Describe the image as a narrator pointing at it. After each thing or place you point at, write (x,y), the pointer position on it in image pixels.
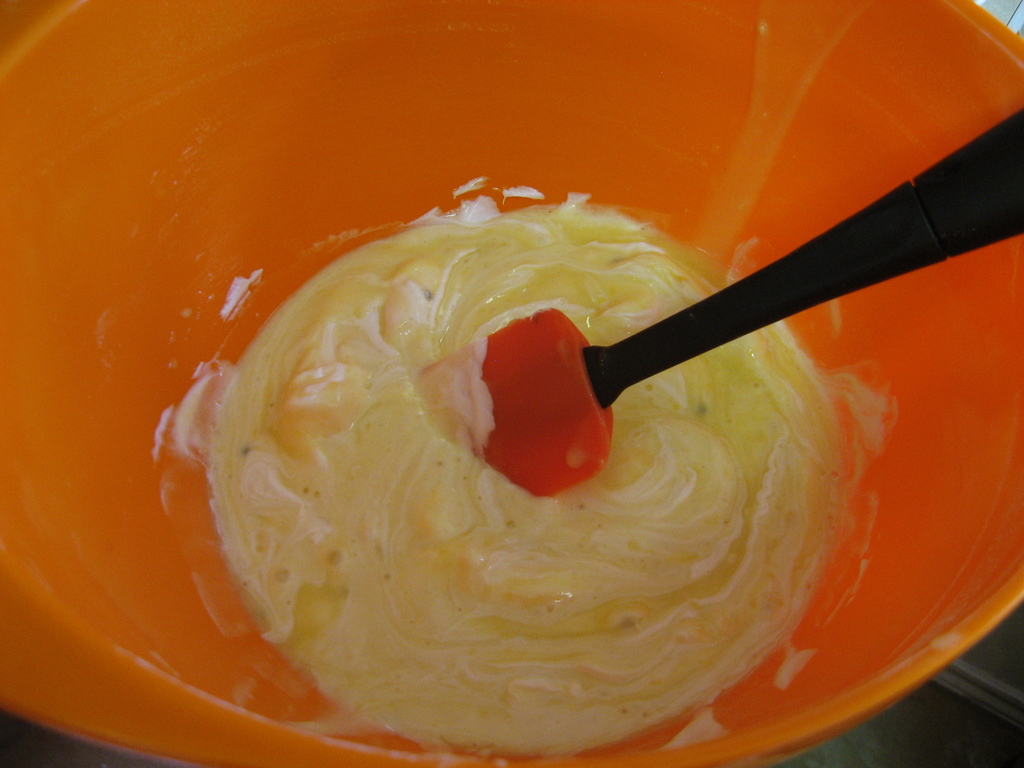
In this picture we can see an orange color bowl (853,208) with a cream (752,634) and a spoon (563,440) in it.
